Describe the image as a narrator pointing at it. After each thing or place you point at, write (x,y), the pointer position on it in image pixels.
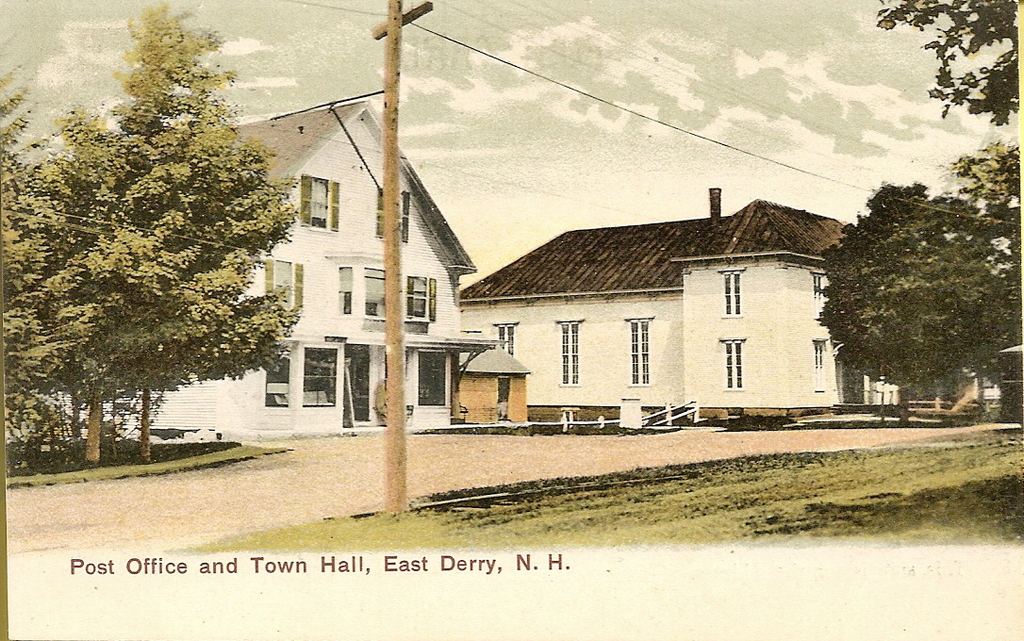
In the image we can see the poster (544,319), in the poster (544,319) we can see the buildings (444,296) and these are the windows (322,180) of the buildings (313,243). We can even see there are trees (971,270), grass (882,515), electric pole (391,64).
